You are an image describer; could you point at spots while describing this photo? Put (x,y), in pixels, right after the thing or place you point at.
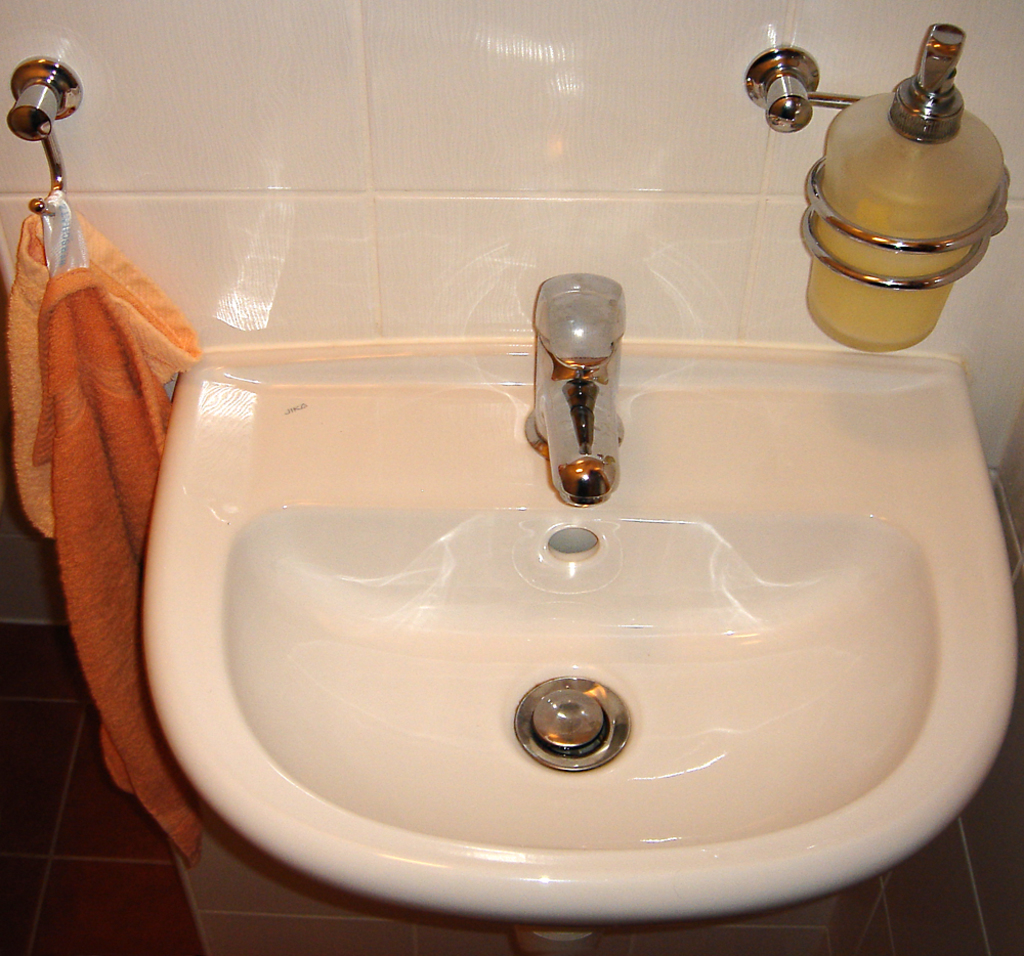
There is a sink (573,737). Under the sink (362,717) there is a floor (185,940) which is covered with tiles (429,928). Beside the sink (359,620) there is a cloth (78,457) hanged to the hanger (46,197). A tap (590,481) is located on the sink (569,520). Hand wash (857,305) is fixed to the wall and the wall (584,195) is covered with tiles (481,124).
